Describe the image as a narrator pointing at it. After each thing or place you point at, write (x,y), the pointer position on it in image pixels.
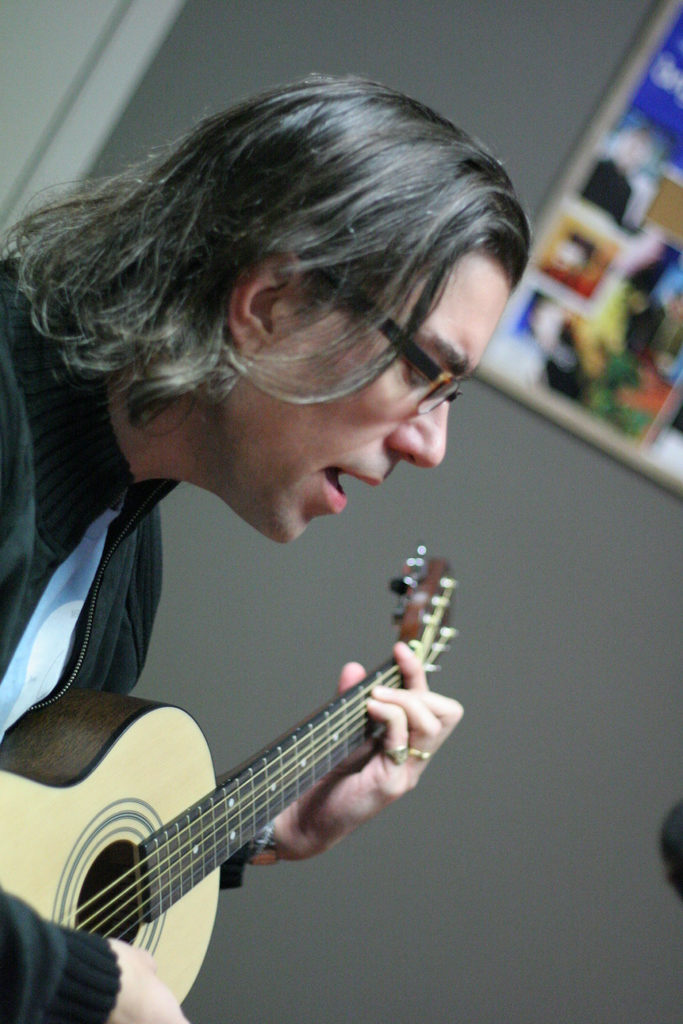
In this image I can see a person (104,558) holding guitar (100,842). At the back side (610,277) there is a frame (559,311) and a grey wall (522,189).
